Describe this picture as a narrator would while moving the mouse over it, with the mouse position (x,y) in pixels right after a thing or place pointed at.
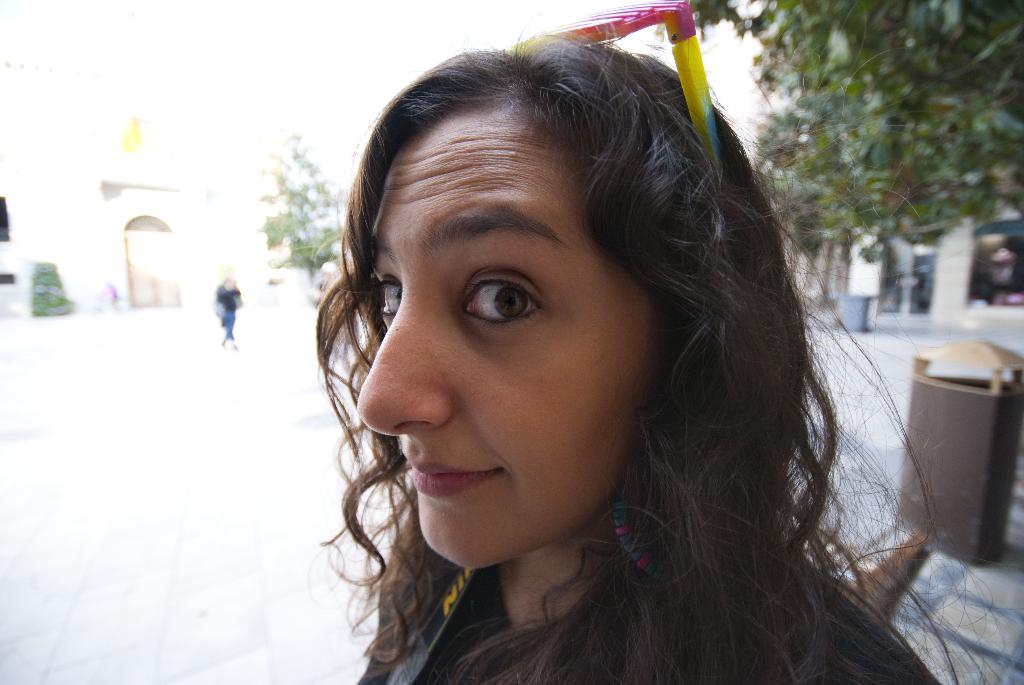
In this picture, we can see a few people (424,351), and among them a lady (408,475) is highlighted, and we can see the ground (231,398), trees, buildings (201,206), some object (918,413) in the bottom right side of the picture (911,473), and we can see the blurred background (914,287).
